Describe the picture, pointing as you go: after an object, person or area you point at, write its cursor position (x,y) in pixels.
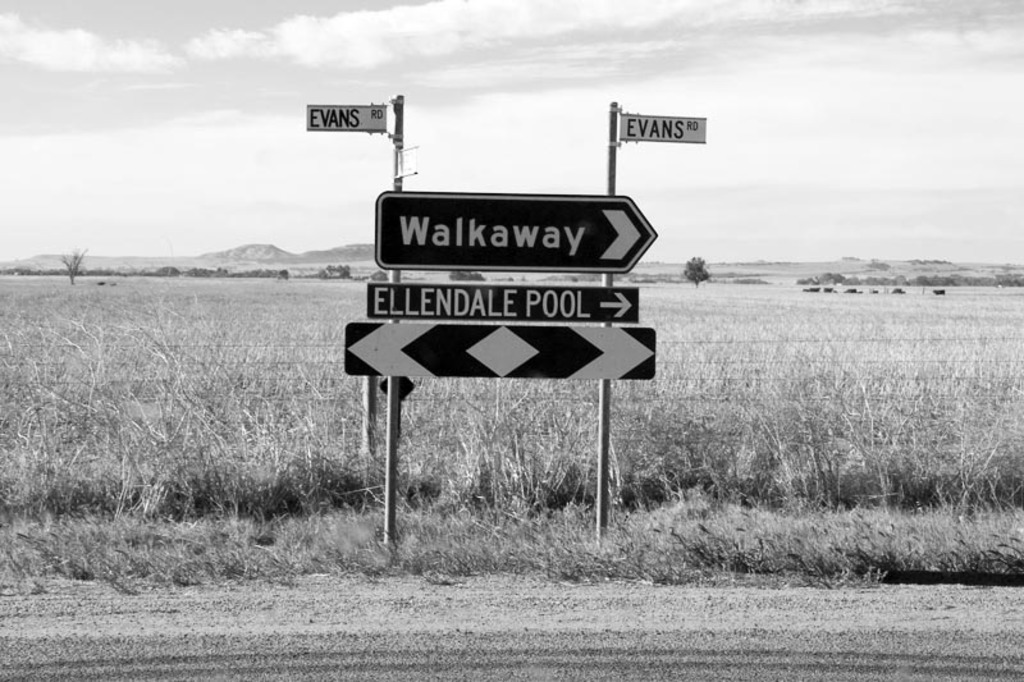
In this image we can see name directional boards (453,252), in the background of the image (191,344) we can see grass (350,303) and mountains (330,254).
